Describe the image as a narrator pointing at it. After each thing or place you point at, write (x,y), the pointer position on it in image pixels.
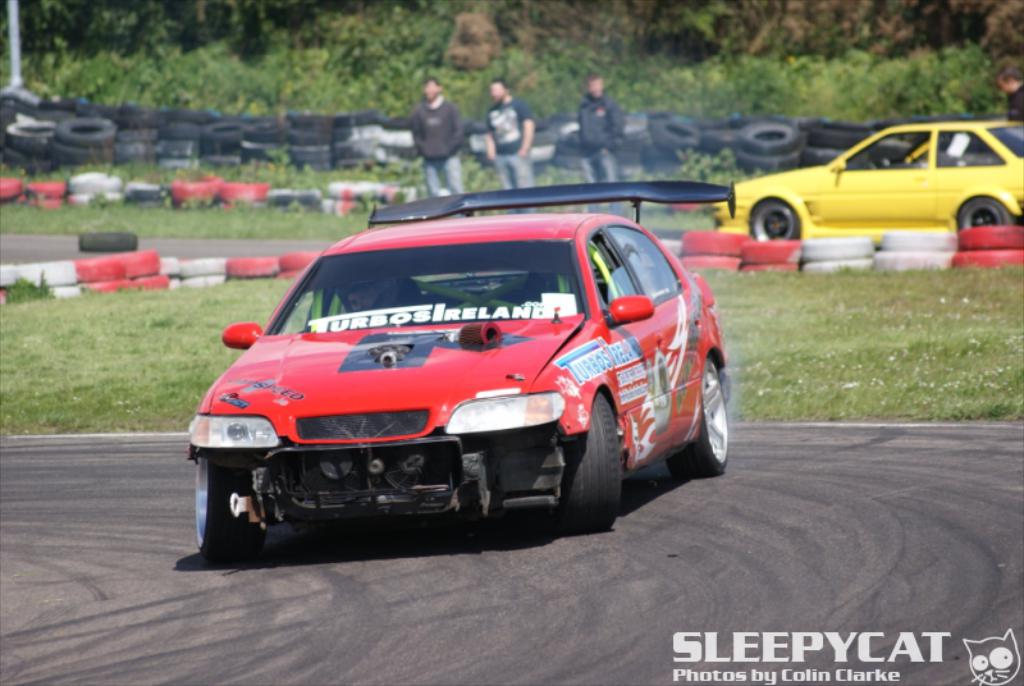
In this image I can see a road (599,553) in the front (575,599) and on it I can see a red colour car (613,333). In the background (813,313) I can see grass (985,311), number of tyres (62,100) and few people (516,178) are standing. On the right side of this image (1002,146) I can see a yellow colour car (952,230) and on the bottom right side of this image (690,650) I can see a watermark (719,677).
